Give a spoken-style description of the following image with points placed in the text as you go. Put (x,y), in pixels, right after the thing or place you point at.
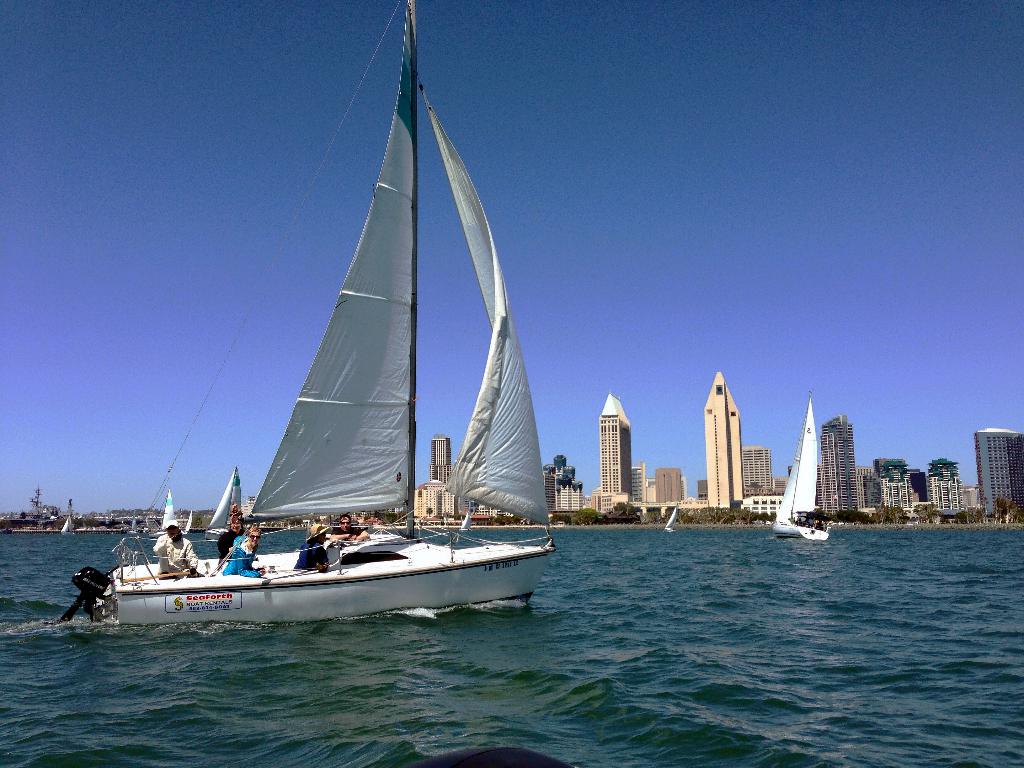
In this image on the water body (470,649) there are many boats (506,555). Here on the boat (370,570) there are few people (251,556). In the background (714,503) there are buildings (731,466), trees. The sky (181,487) is clear.
